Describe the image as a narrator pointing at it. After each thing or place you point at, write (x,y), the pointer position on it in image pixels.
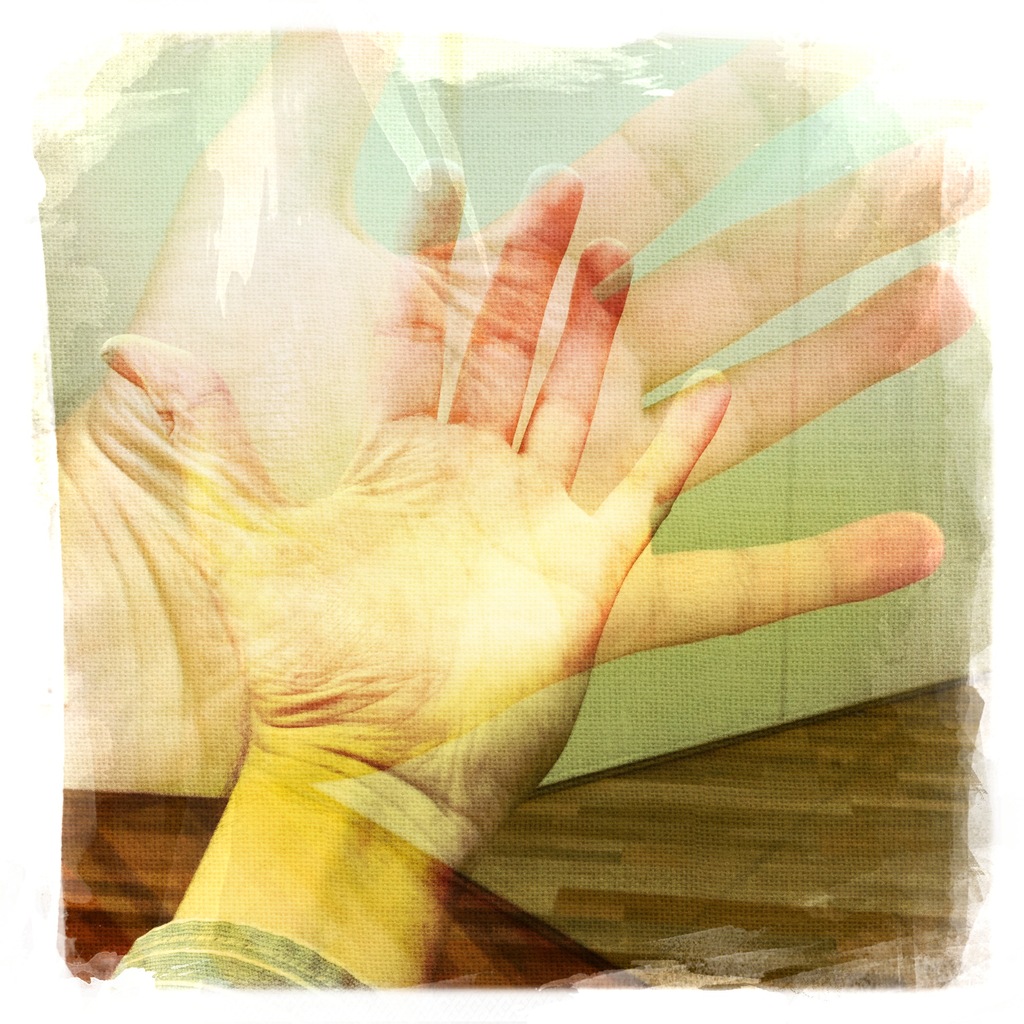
This looks like an edited image. I can see person's hands (280,629).
